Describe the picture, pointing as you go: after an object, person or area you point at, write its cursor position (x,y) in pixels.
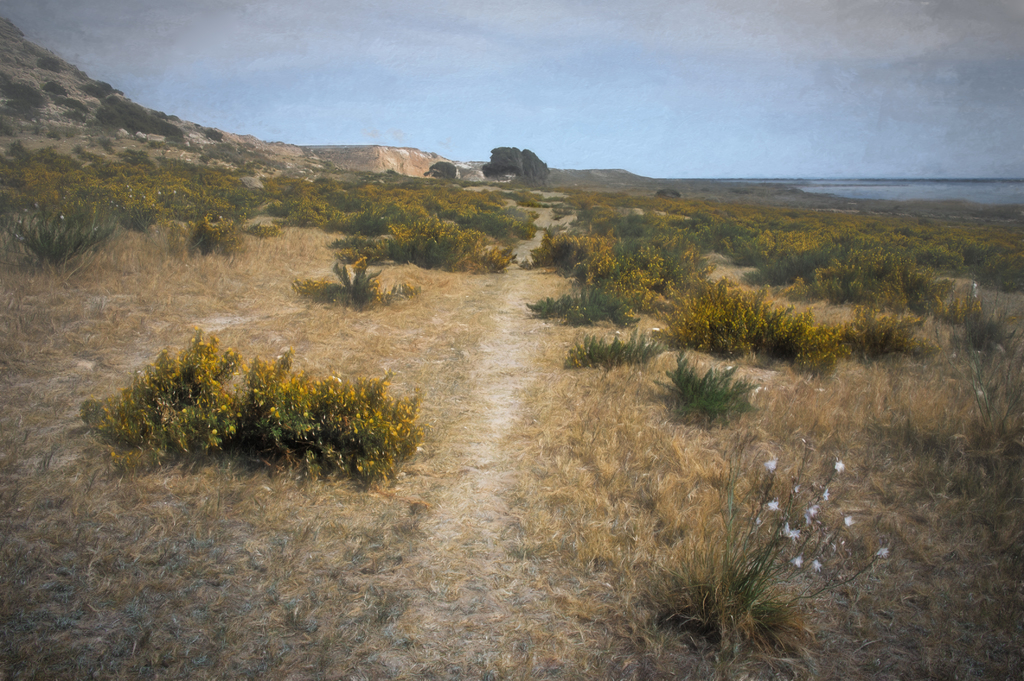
In this image we can see many plants (809,541) and few trees (528,161). There is a sky (701,103) in the image. There is a hill (70,115) in the image. There is a lake (918,197) in the image. There are flowers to the plants (51,93) in the image.
